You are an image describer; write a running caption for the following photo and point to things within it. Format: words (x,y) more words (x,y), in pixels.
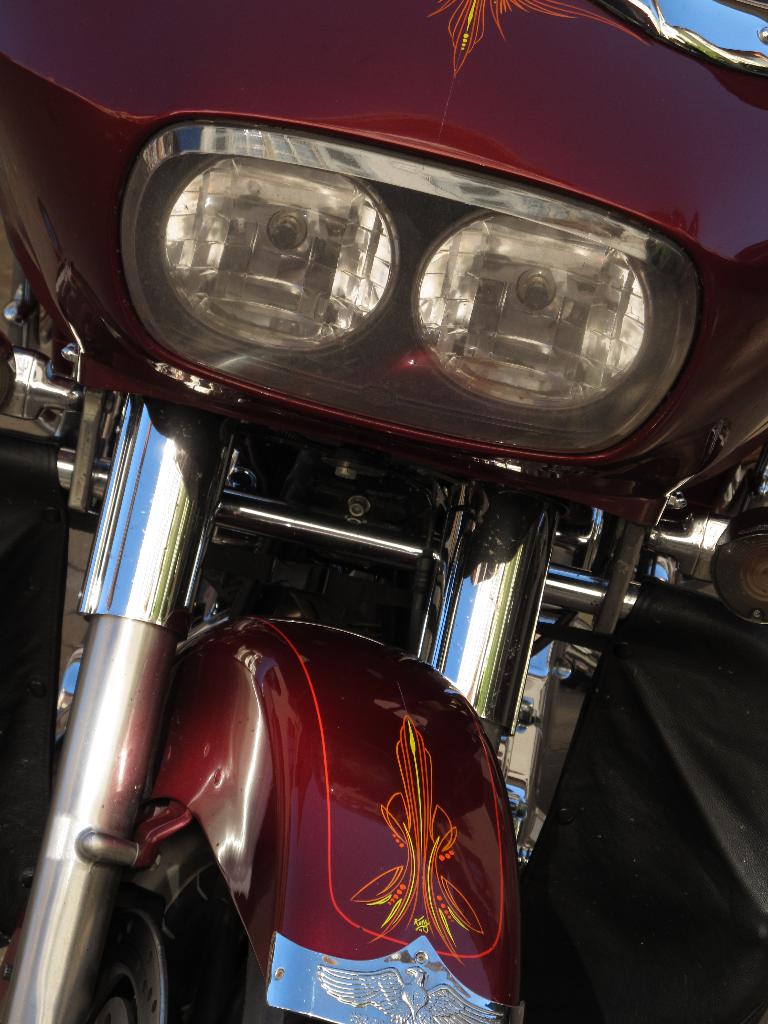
It is a zoomed in picture of a vehicle (388,587).
